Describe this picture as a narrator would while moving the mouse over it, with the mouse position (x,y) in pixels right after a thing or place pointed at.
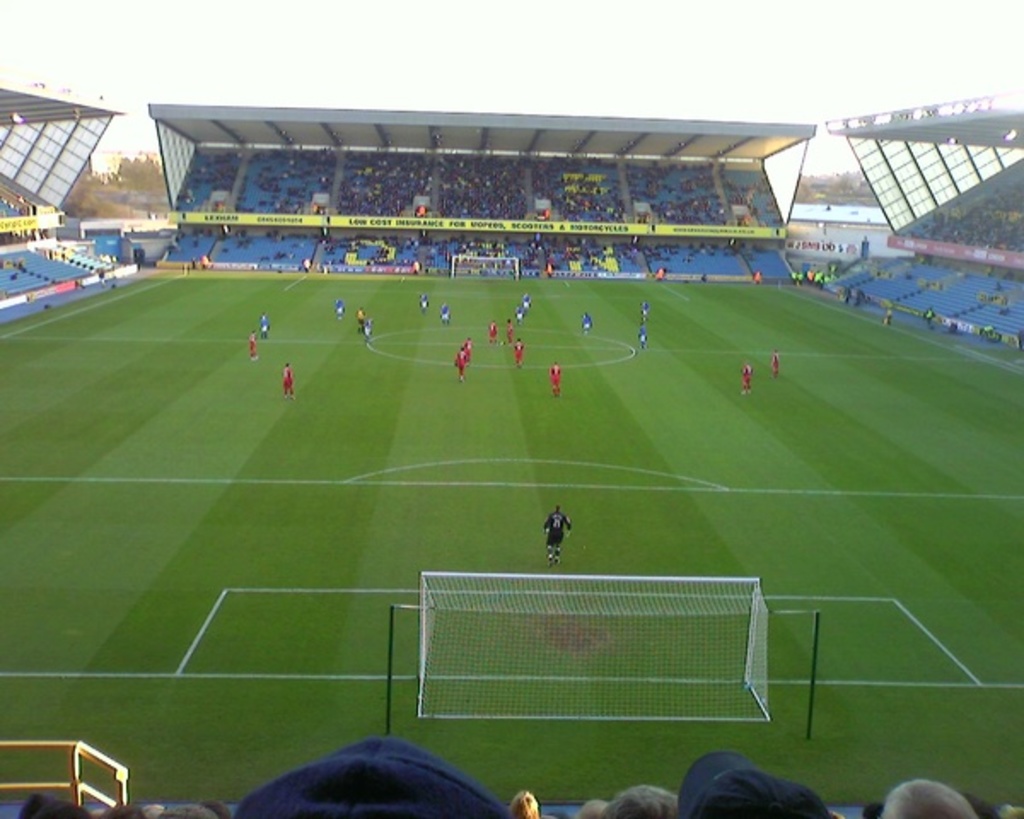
In this image I can see foot ball ground (832,493) which is green in color and few persons (549,556) wearing red, blue and black colored dresses (556,523) are standing on the ground (551,436). I can see the net (532,623) which is white in color and number of persons (494,196) in the stadium (441,195). In the background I can see few trees (124,181) and the sky (261,85).
